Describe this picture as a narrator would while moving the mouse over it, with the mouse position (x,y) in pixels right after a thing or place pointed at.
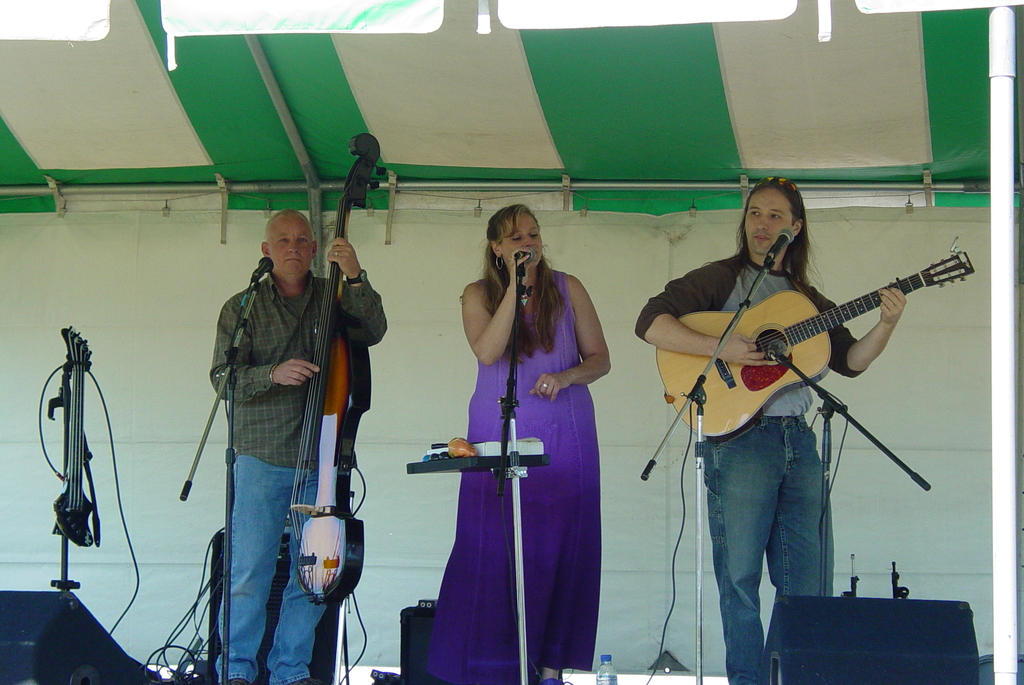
In this image I can see three people (254,361) are standing on the stage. Two men (675,330) and one woman (587,313). The man (789,514) who is on the right side (771,468) is playing the guitar (760,368). A man (284,358) on the left side (268,497) playing some musical instrument (319,414). The woman (539,343) who is standing in the middle (524,327) is holding a mike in her hand (515,259) and it seems like she's singing a song. In front of these people (500,299) there are mike stands (737,320).
